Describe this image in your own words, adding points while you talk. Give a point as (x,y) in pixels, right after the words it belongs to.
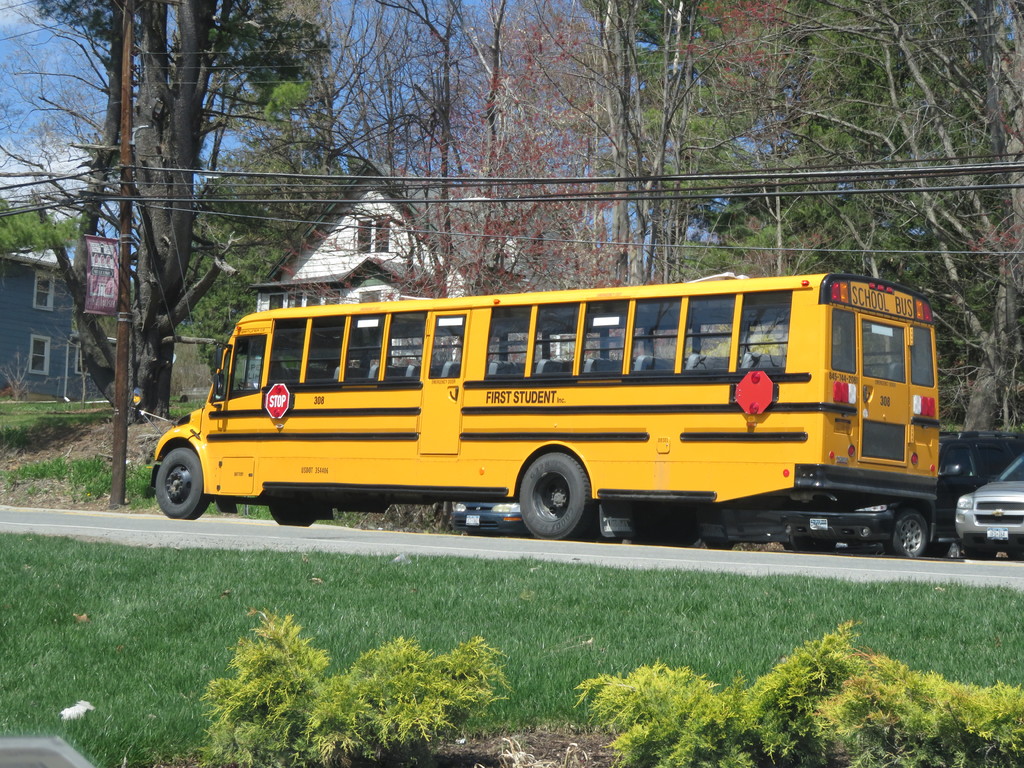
In this image we can see many vehicles (598,450). Also there is a road (261,544). On the ground (434,606) there is grass (477,598). And there are plants (763,755). In the back (300,206) there are trees (468,193) and buildings (293,279) with windows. Also there is sky (408,88).
